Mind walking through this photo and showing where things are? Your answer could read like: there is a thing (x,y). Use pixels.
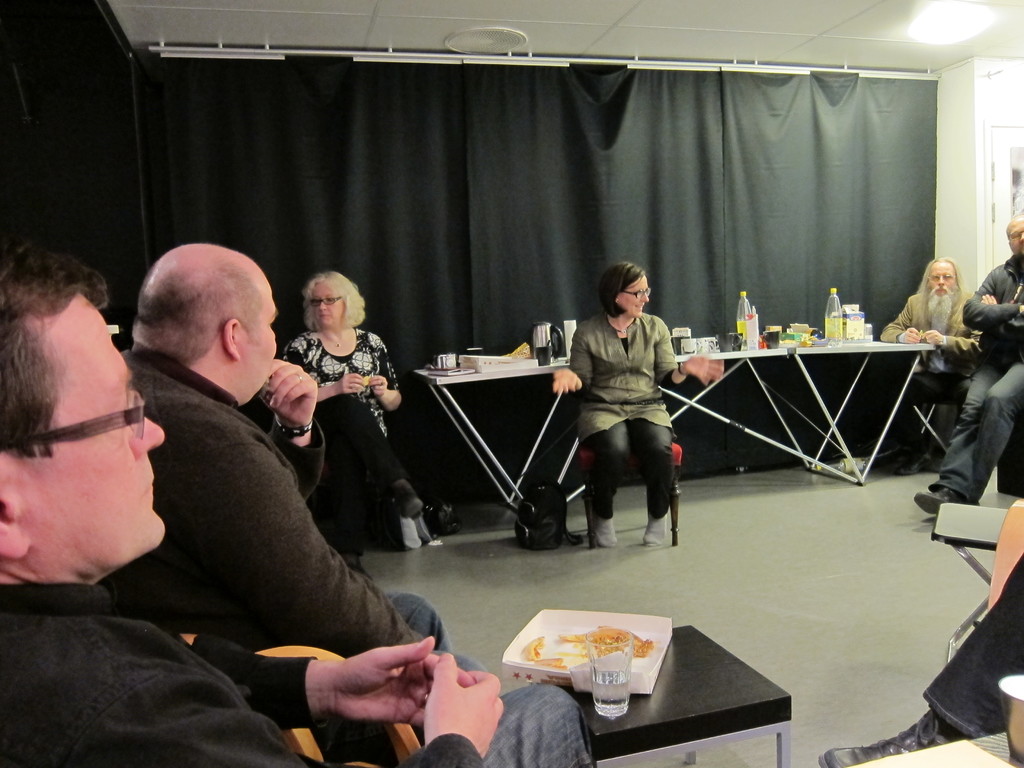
This picture describes about group of people (259,500) they are all seated on the chair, in front of them we can find couple of glasses (721,337), bottles (745,331), and box (524,672) on the table (718,653), and also we can see some baggage (532,535) and curtains (618,183).
